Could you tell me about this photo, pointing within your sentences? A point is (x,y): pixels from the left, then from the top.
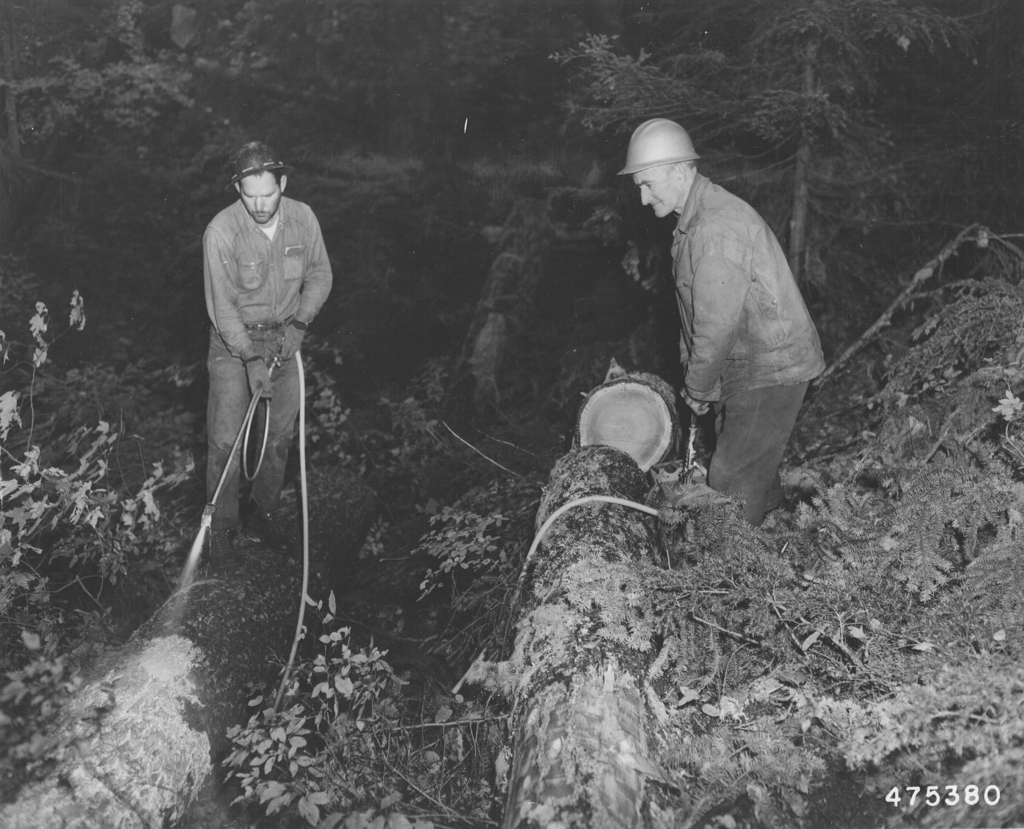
In this image I can see two persons (697,322) are holding a pipe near a tree trunk (617,453) on grass (439,510). In the background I can see trees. This image is taken may be during night in the forest (124,493).
